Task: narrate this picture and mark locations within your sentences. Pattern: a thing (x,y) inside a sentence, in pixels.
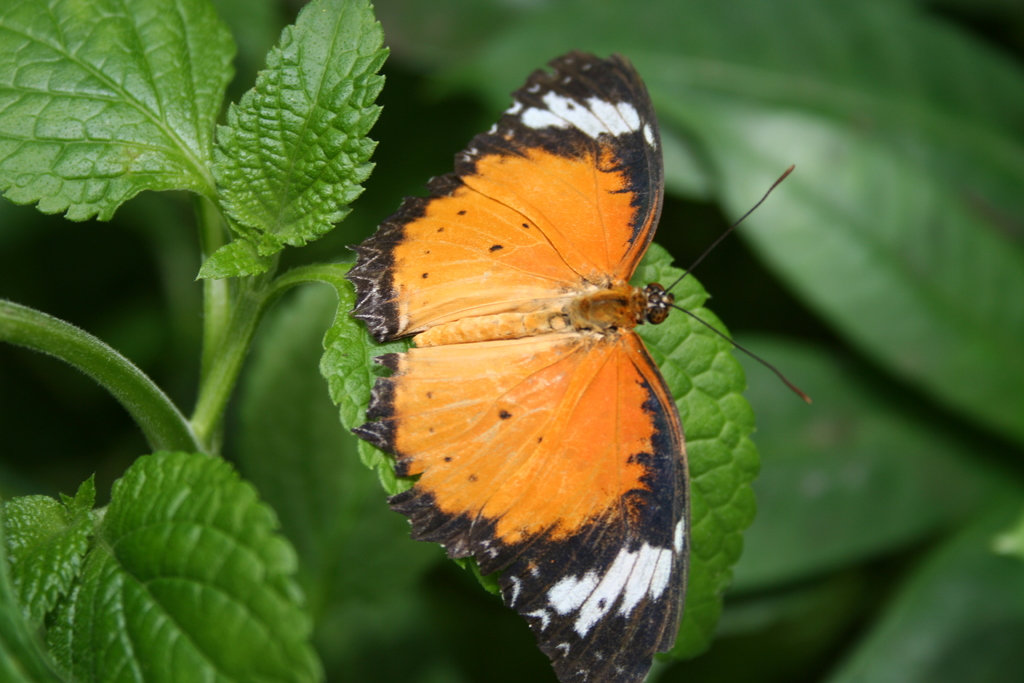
In this image there is a butterfly (483,312) on the leaf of a plant (244,130).
